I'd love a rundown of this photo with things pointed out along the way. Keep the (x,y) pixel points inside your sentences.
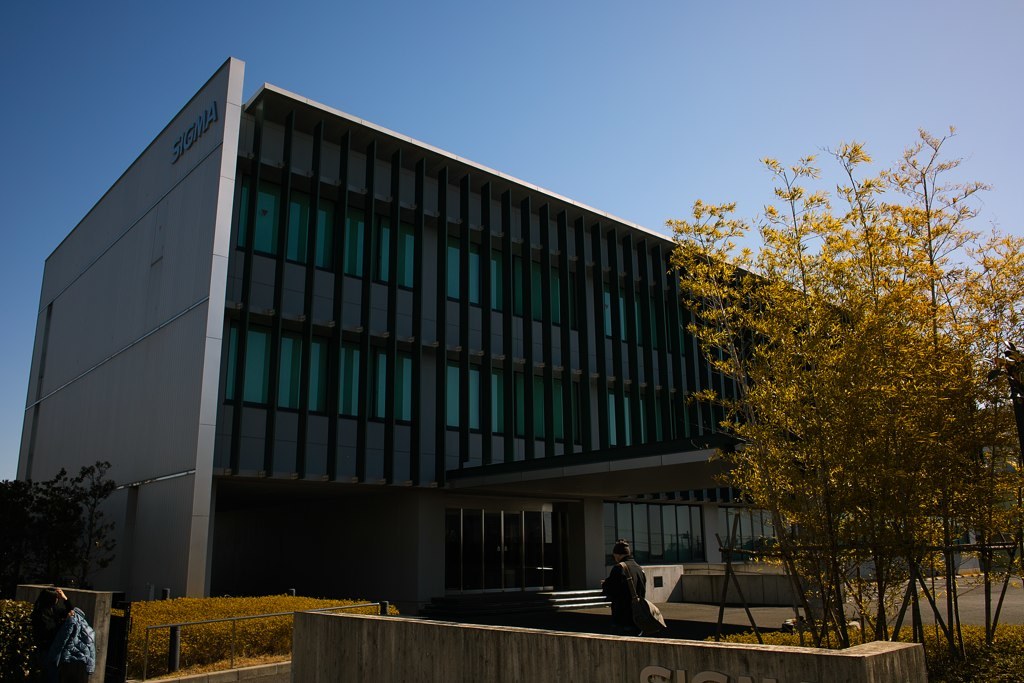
In the center of the image (388,392) there is a building (600,402). At the bottom (72,673) we can see people (54,647), trees (988,372) and shed (481,496). In the background (138,114) there is sky (376,77).
